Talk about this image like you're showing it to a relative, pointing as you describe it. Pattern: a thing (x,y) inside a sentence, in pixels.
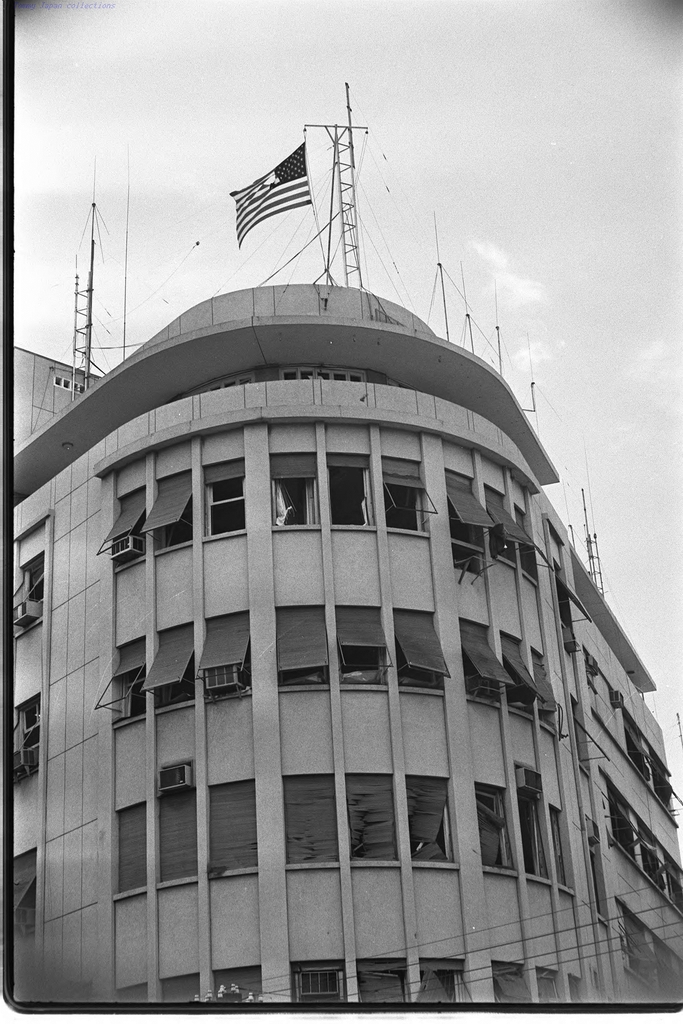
This is a black and white pic. We can see a building (368,703), windows (365,783), poles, objects (337,248) and a flagpole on the building (252,291). In the background (208,113) we can see clouds (42,178) in the sky (365,195).
